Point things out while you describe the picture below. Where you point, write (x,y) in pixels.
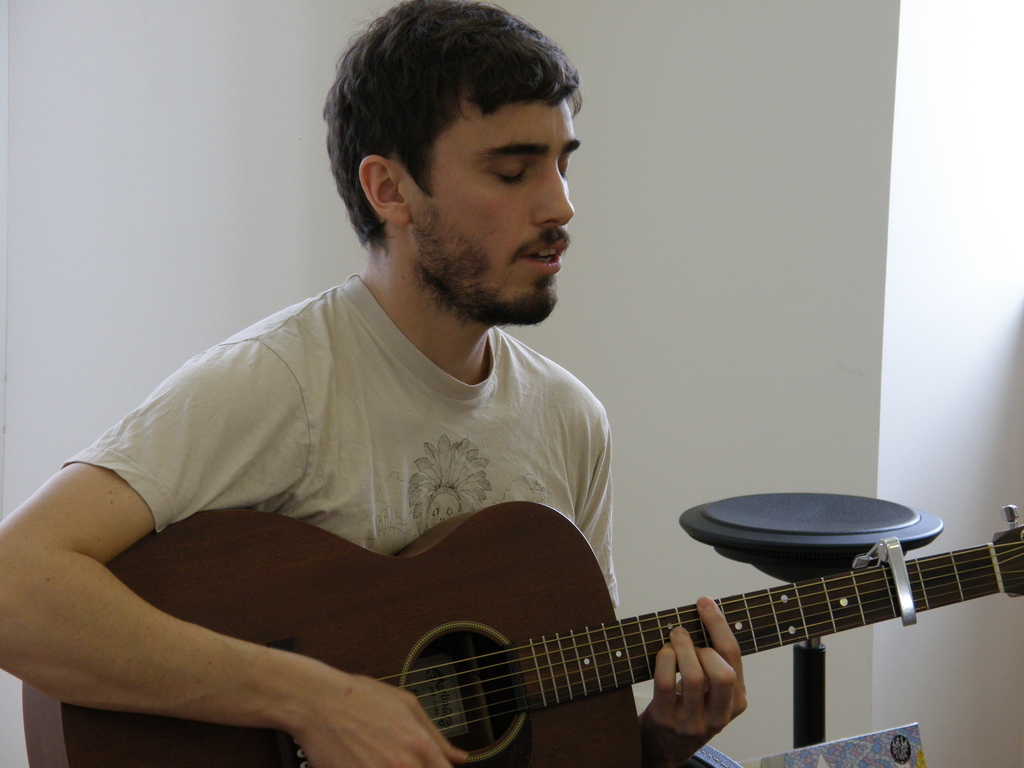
In this image there is a man (426,138) wearing a cream t shirt (372,415) and playing a guitar (427,697). In the background (700,66) there is a wall (696,83).
